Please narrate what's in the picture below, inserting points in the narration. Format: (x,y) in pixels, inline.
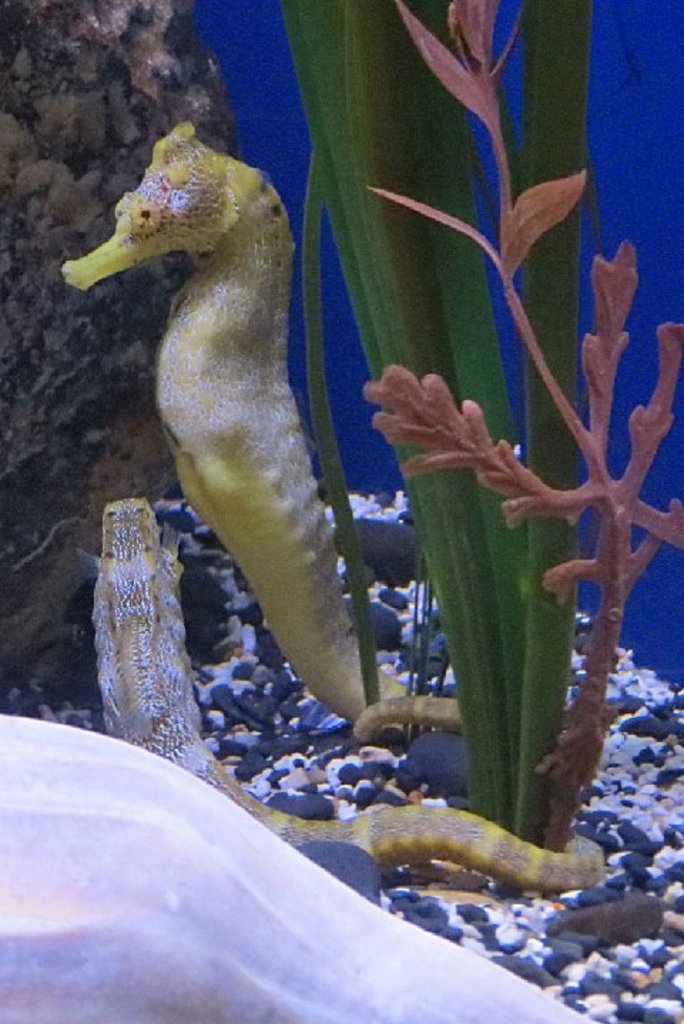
This is an inside view of a fish tank (333,400). Here I can see two seahorses (224,463), stones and a plant (470,327). At the bottom (232,962) there is a white color object (198,930) which seems to be a shell (179,885).
